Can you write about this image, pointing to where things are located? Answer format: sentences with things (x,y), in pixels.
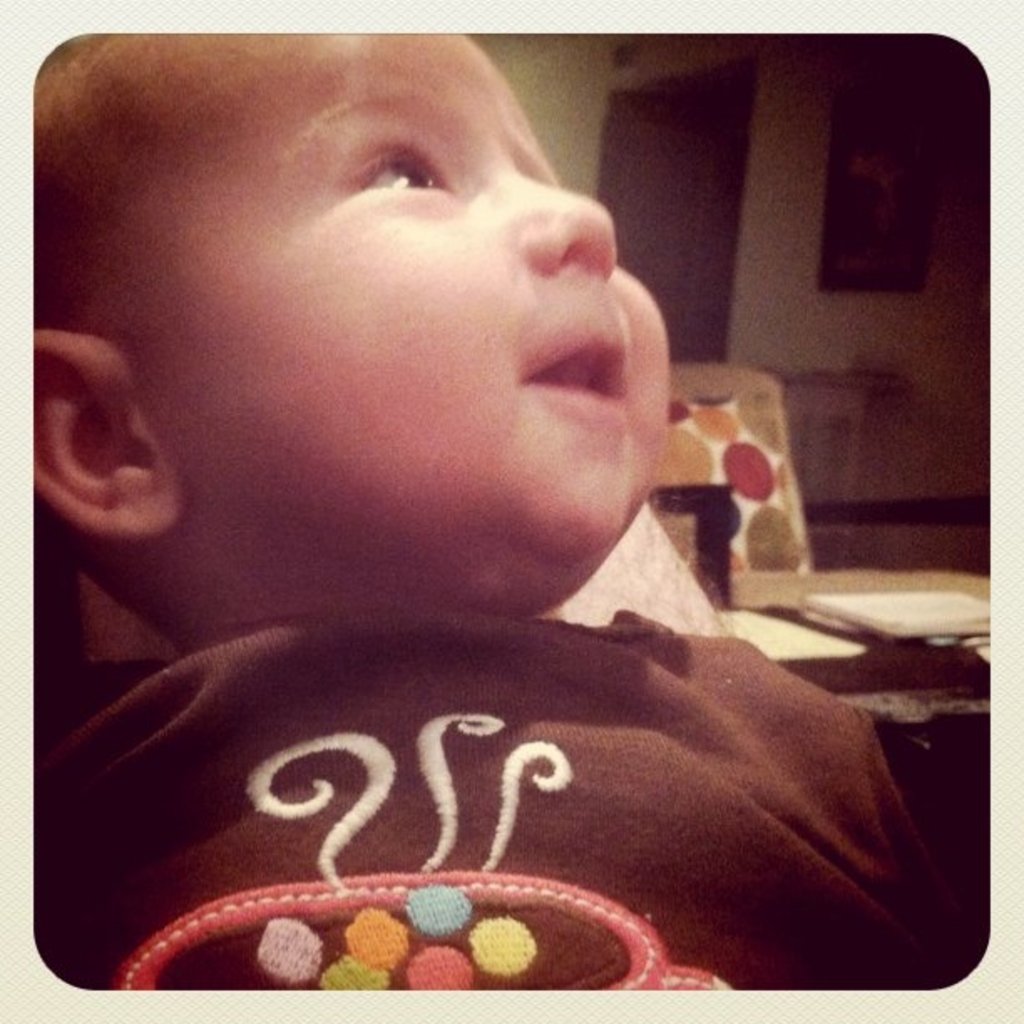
In this image in the foreground (310,112) there is one baby (611,328), and in the background (945,665) there is a chair (757,523), table (949,696). On the table (911,649) there are some papers (970,618), wall (868,302), photo frame (836,255), door (720,172) and some objects (830,387).
